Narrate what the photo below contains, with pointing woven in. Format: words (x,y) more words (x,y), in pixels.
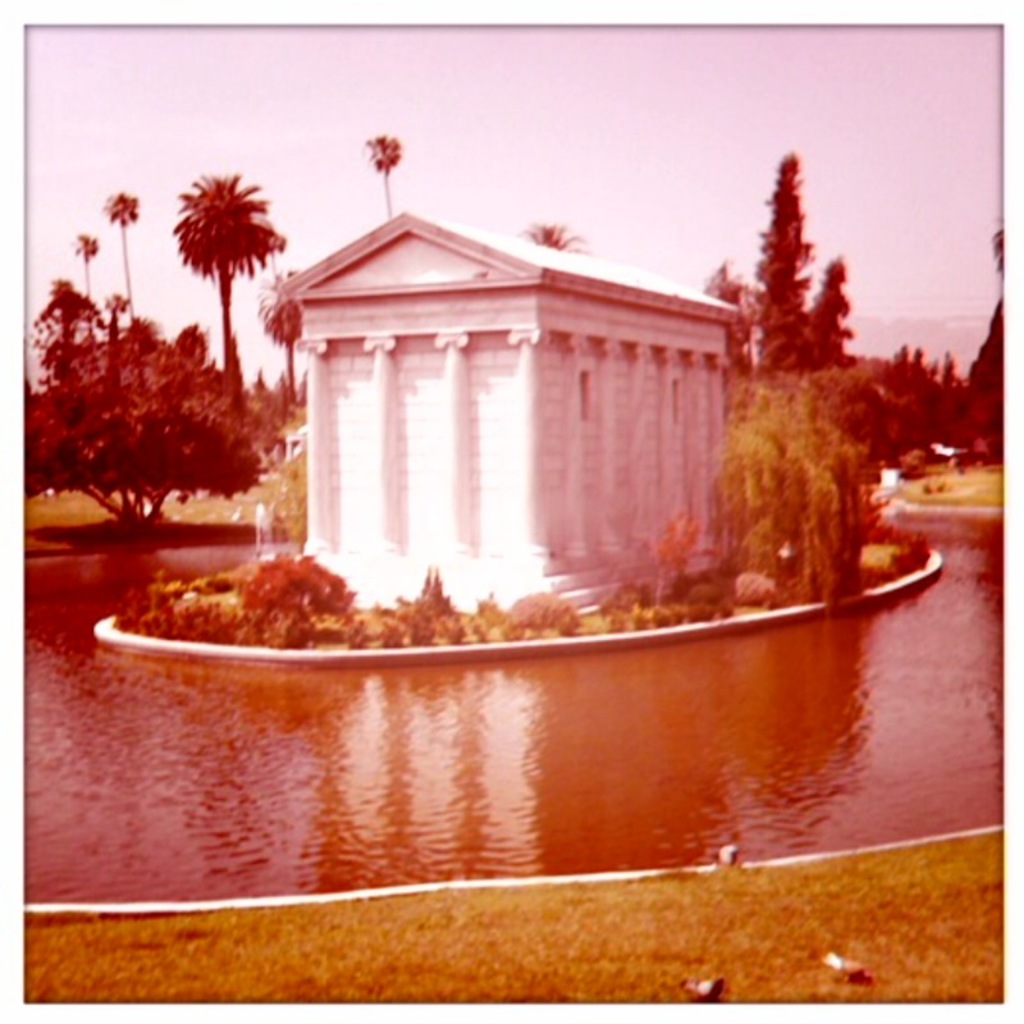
In this image there is a pond (396,820), in middle (627,477) there is a house (384,444), in the background (731,403) there are trees (38,426) and there is a sky (788,82).
